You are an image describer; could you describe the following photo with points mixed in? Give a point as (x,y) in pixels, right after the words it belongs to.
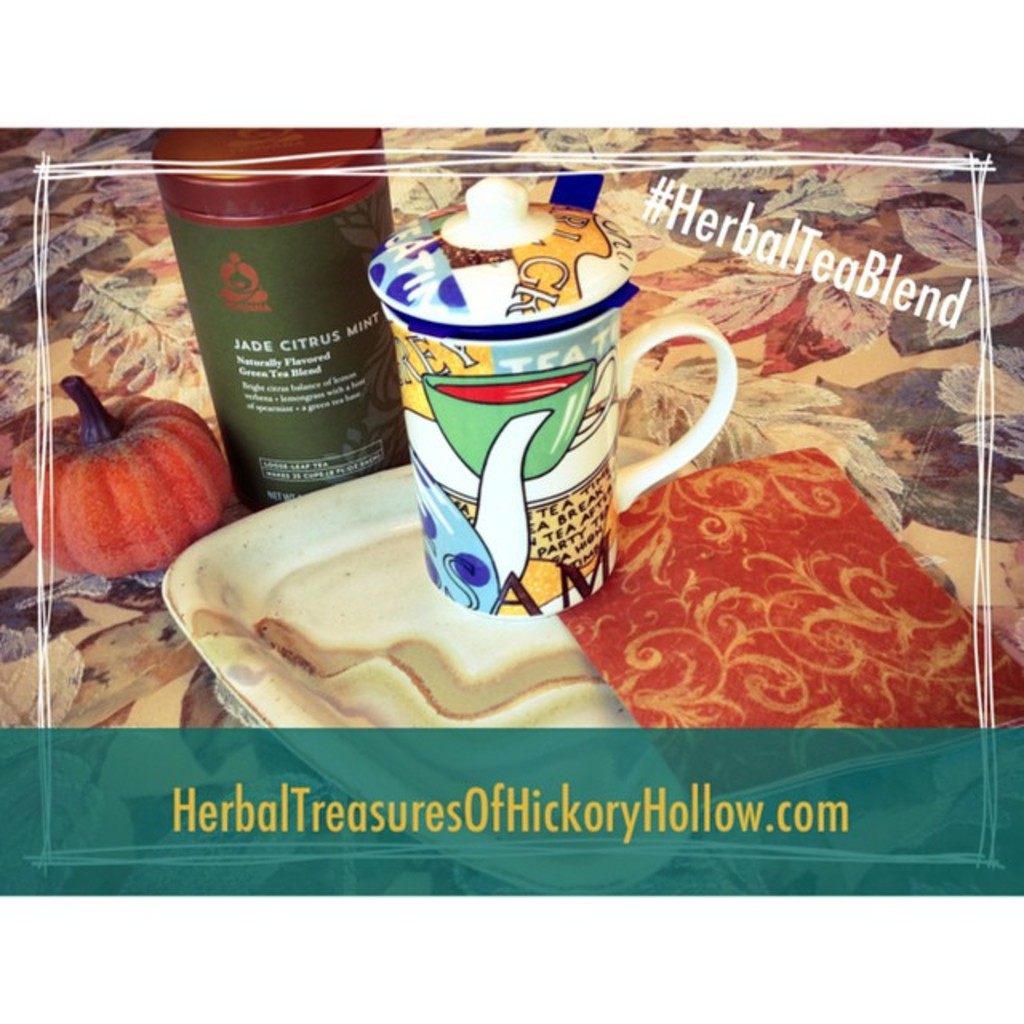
In this picture we can see the advertisement of an herbal product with its website printed at the bottom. Here we can see a small fruit (92,397), a tray (194,561), a mug (591,466) and a bottle (284,461) kept on a floral surface (861,327).
